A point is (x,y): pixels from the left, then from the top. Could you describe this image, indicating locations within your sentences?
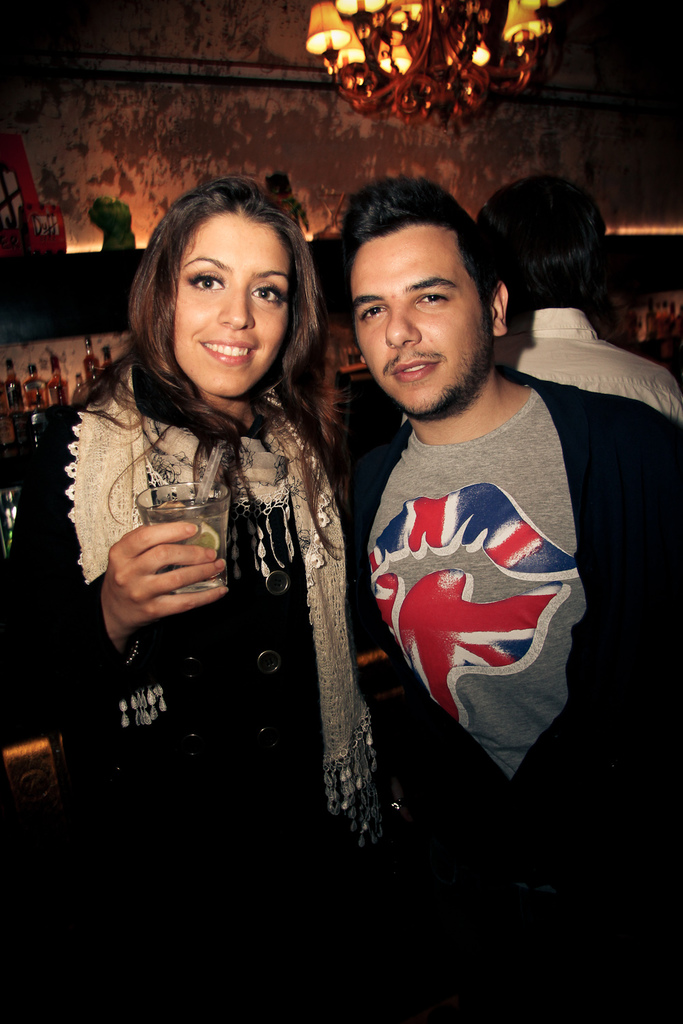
In the foreground of the picture (476,468) I can see two persons (417,400). There is a woman (287,342) on the left side (72,736) holding a glass (223,514) in her right hand (112,591). I can see a man (518,514) on the right side (529,524) wearing a grey color T-shirt (491,584). I can see another man (574,223) on the top right side (587,220). I can see the decorative lighting arrangement (458,16) at the top of the picture (522,45).
